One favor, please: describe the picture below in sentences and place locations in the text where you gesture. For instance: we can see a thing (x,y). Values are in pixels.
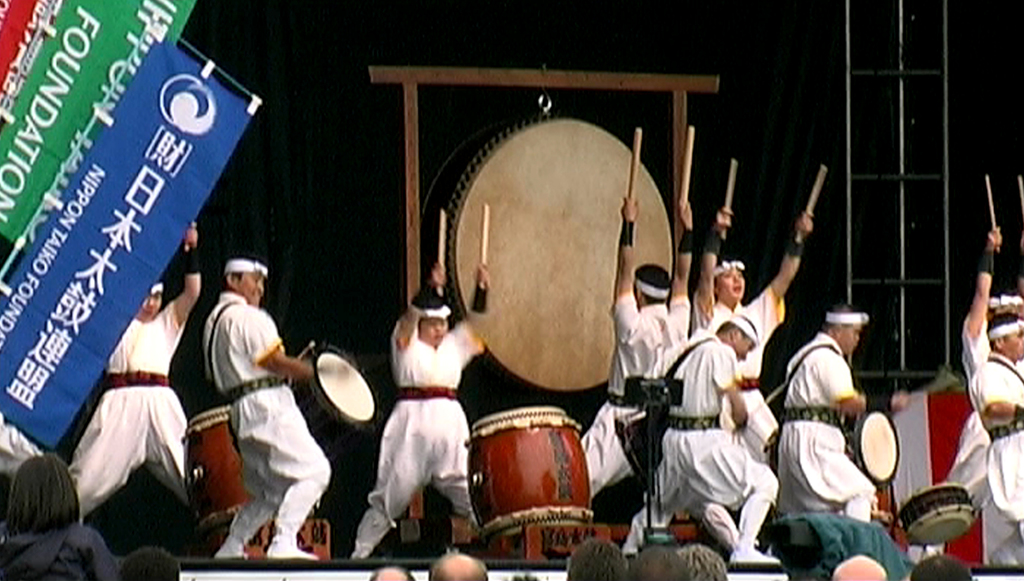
There is a group of people (672,361). They all are standing. We can see in the background (493,261) drums (564,196), some wooden sticks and poster (47,125). On the right side of the person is playing drum (881,433). On the left side of the person (651,272) is also playing drum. In the top right side of the person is holding a stick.
